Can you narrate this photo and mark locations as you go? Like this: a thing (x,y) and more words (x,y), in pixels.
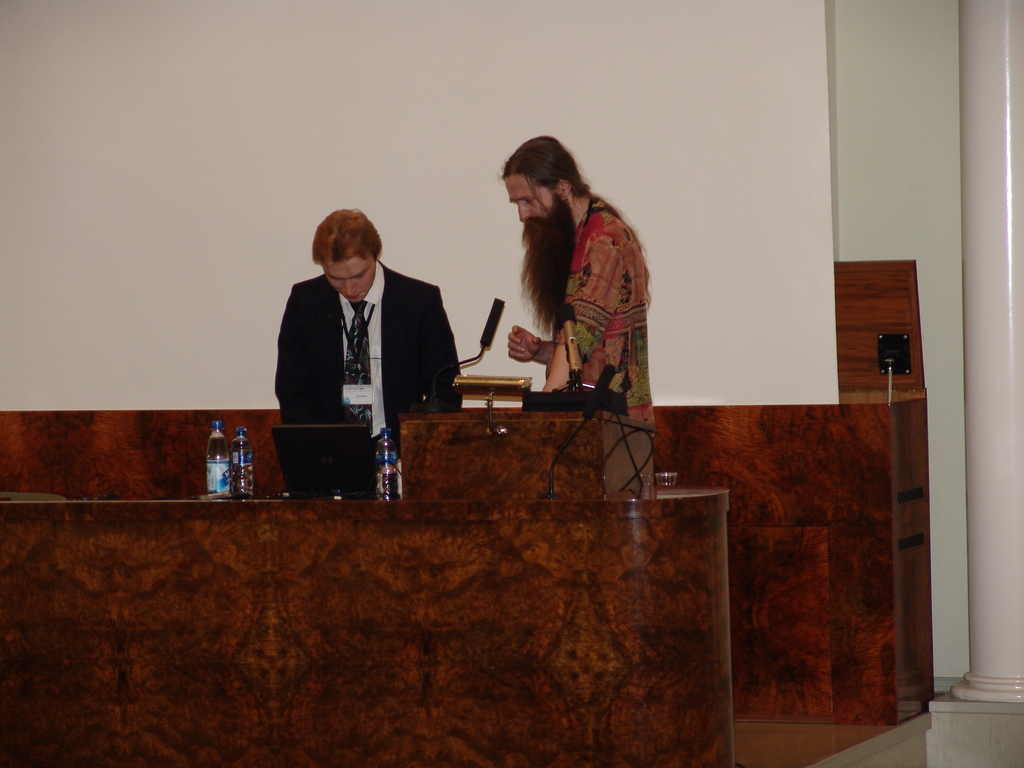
In the picture I can see two men (402,291). There is a man (408,353) on the left side (340,314) is wearing suit (408,307) and there is a tag (362,399) on his neck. He is working on a laptop (288,473). There is another man (590,213) on the right side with long hair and beard (546,279). I can see the water bottles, microphones (602,389) are kept on the table (467,453). It is looking like a screen (245,143). I can see a pillar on the right side (996,296).
